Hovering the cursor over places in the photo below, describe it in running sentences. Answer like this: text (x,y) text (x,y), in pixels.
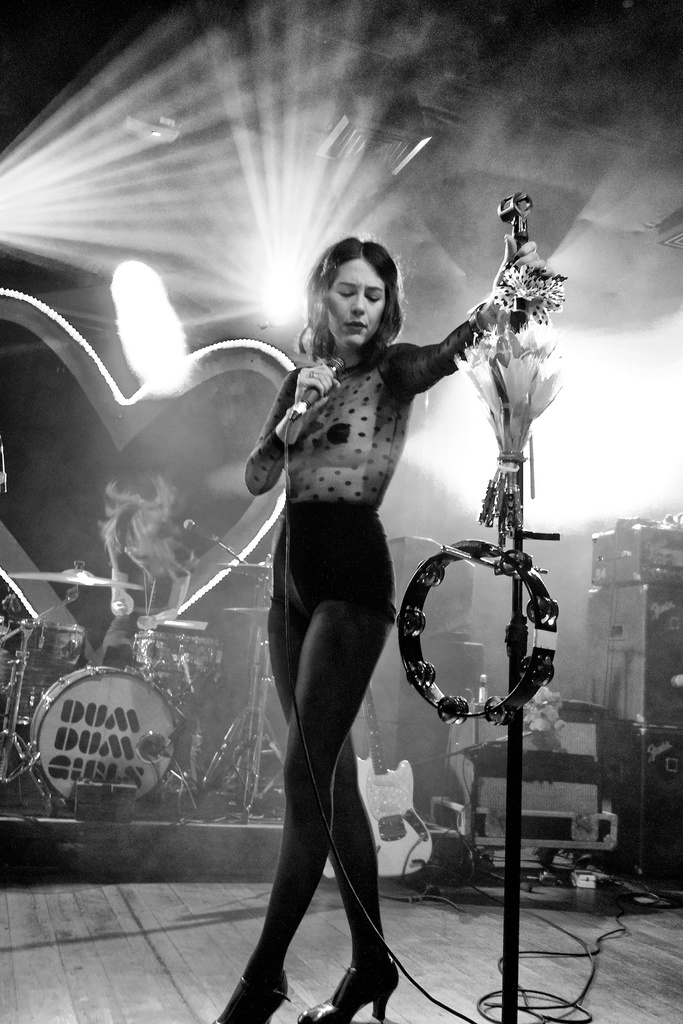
As we can see in the image in the front (325,1021) there is a woman (374,993) wearing black color dress (379,943) and holding a mic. There are lights (1,184), musical drums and building (170,420).
